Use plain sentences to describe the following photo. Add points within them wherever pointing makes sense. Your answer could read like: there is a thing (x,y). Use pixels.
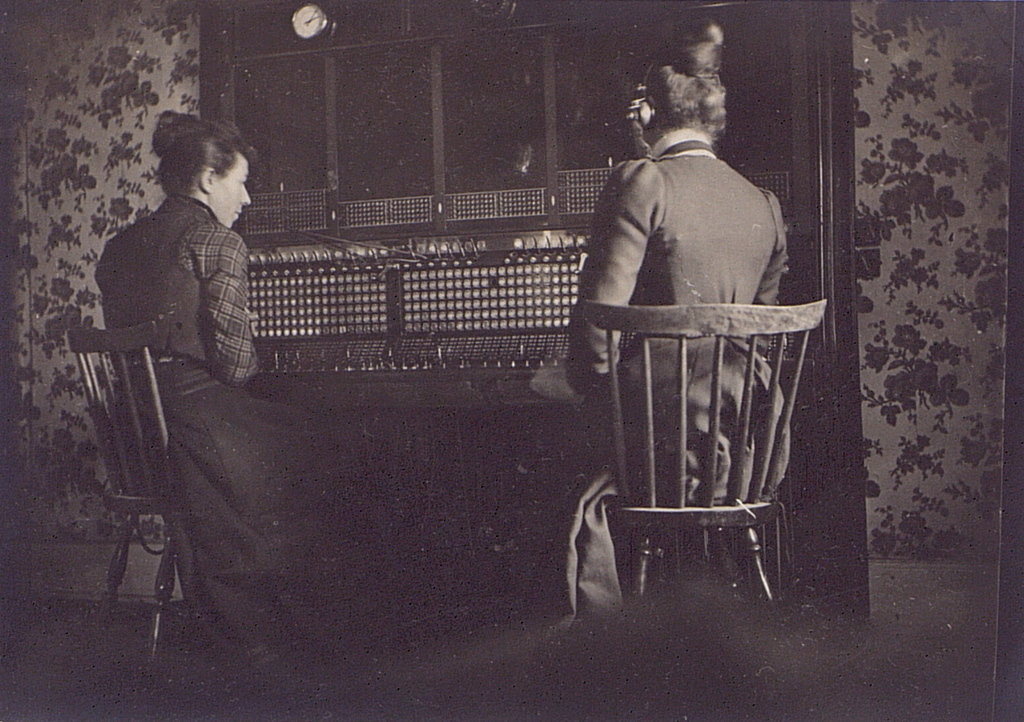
In this picture we can see two persons (215,352) are seated on the chair (163,418), the right side person (639,177) is wore a headset (632,113) over the ear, in front of them we can find a watch (308,19) and wallpaper (72,203).
